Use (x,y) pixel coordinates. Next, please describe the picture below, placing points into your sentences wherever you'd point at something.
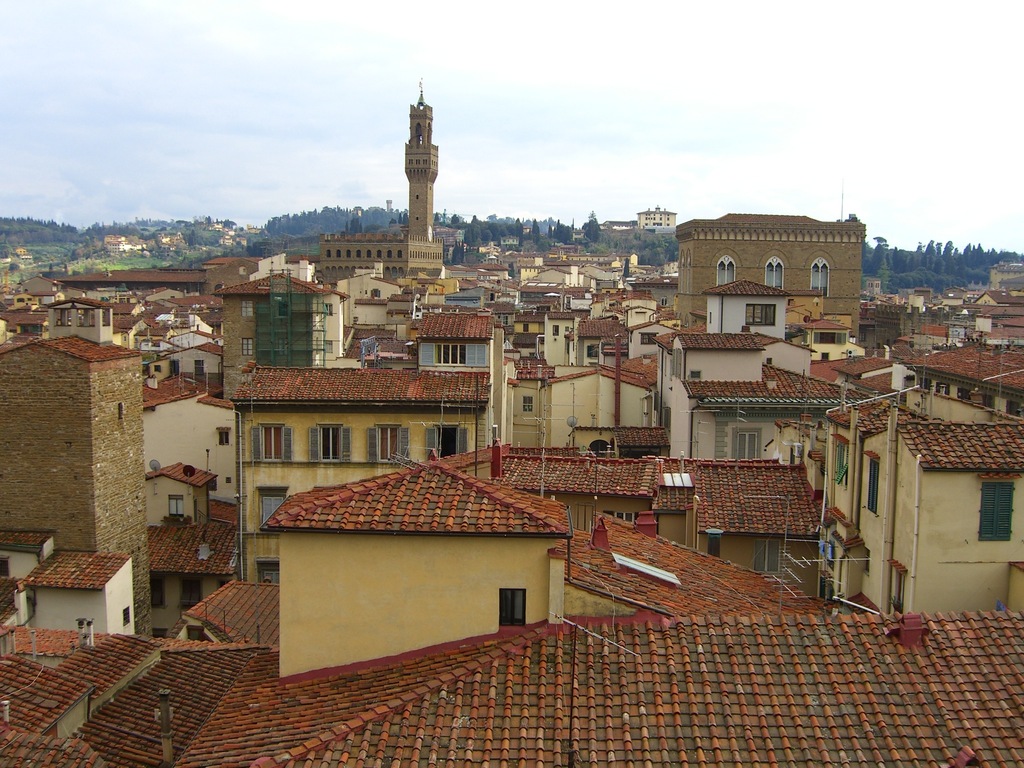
This image is clicked from a top view. There are many buildings (515,428) in the image. In the background (942,262) there are trees (954,268) and mountains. At the top (464,67) there is the sky (470,97).
